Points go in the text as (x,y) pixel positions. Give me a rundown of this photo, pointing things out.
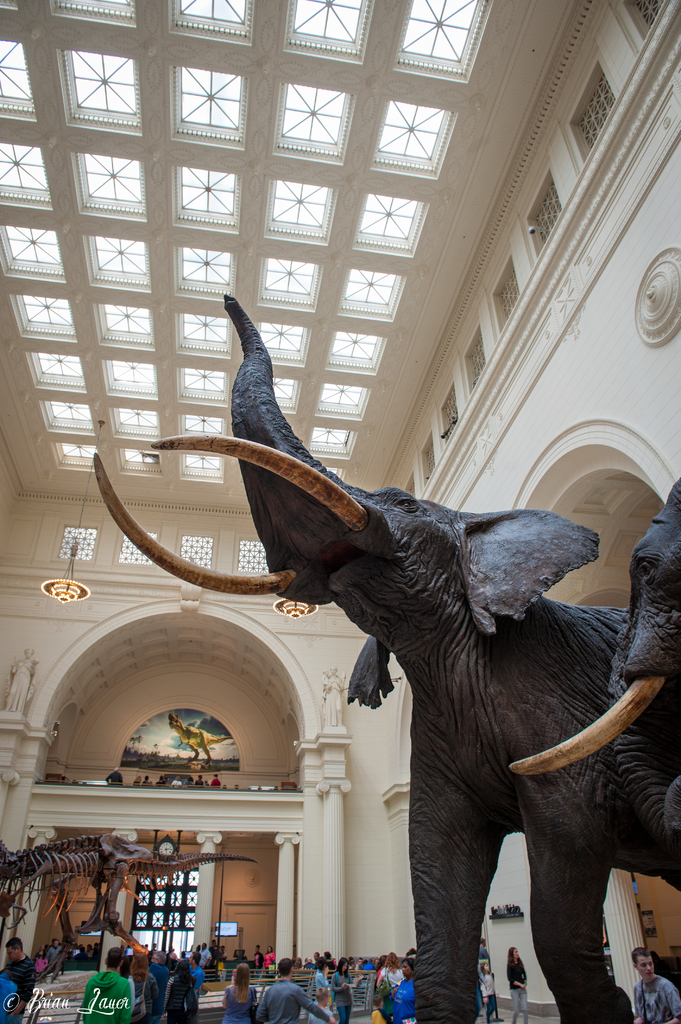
In this image there is a sculpture of an elephant (423,728) at right side of this image (482,572) and there are some persons (115,993) standing at bottom of this image (408,992) and there is a building (122,673) in the background (214,509).
